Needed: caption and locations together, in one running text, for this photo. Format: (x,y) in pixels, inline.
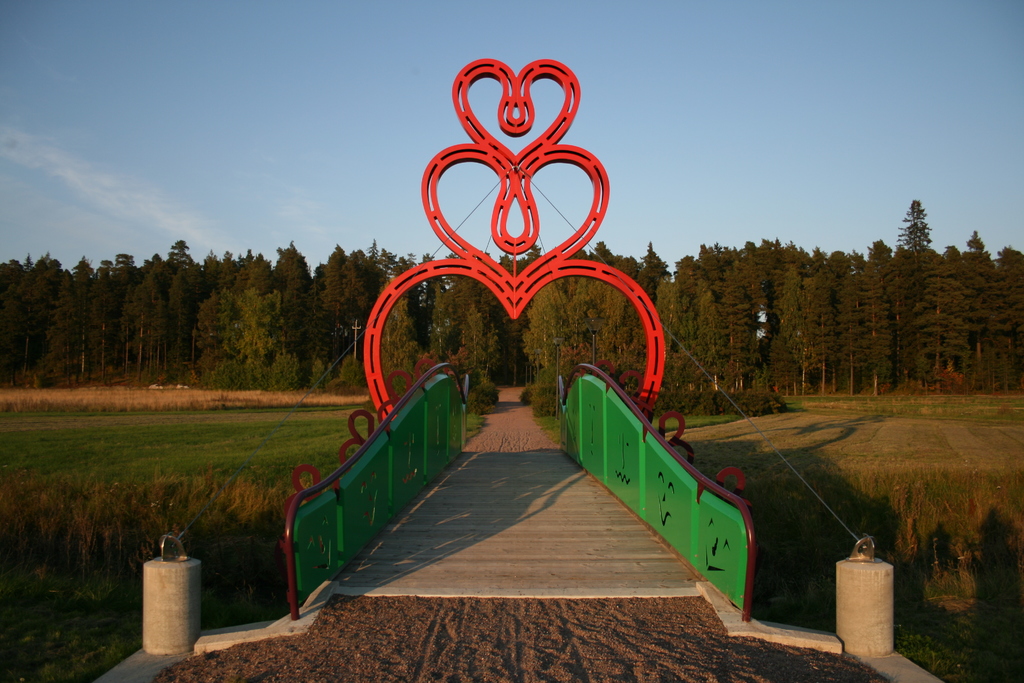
In this picture I can observe a bridge (532,508) in the middle of the picture (432,421). In the background (293,354) I can observe trees (275,289) and sky (223,134).
